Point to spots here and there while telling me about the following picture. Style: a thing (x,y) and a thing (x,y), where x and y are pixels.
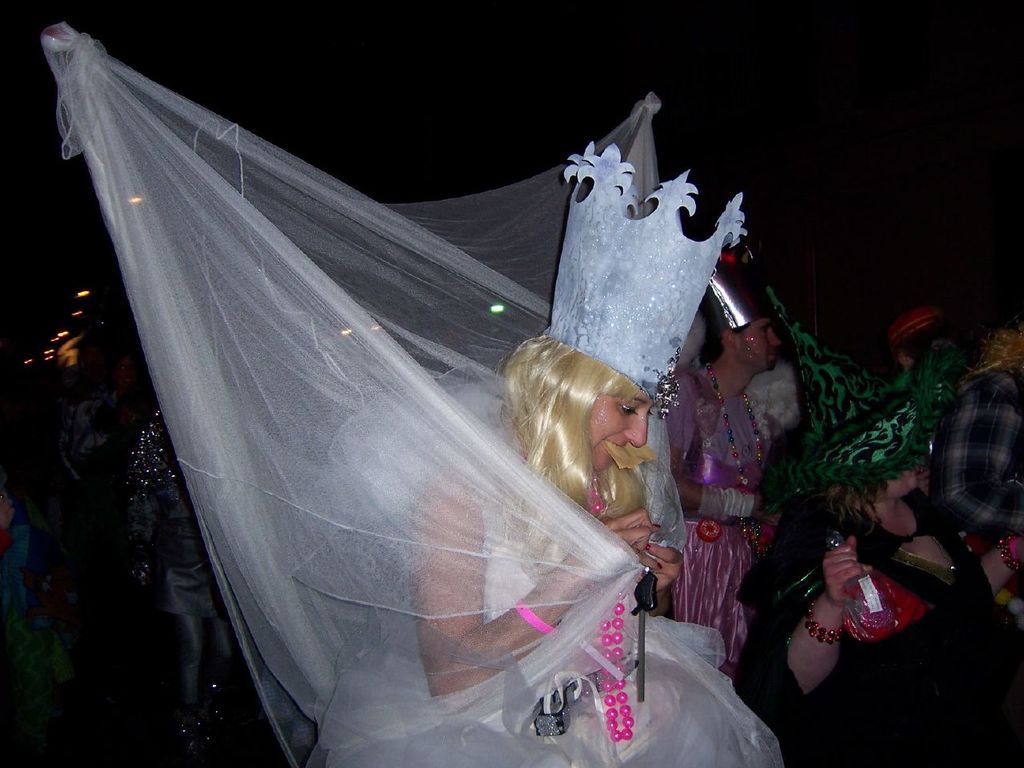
In this image we can see group of persons (477,560). There are few persons (663,593) holding objects (638,589). On the left side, we can see the lights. The background of the image (31,423) is dark.
